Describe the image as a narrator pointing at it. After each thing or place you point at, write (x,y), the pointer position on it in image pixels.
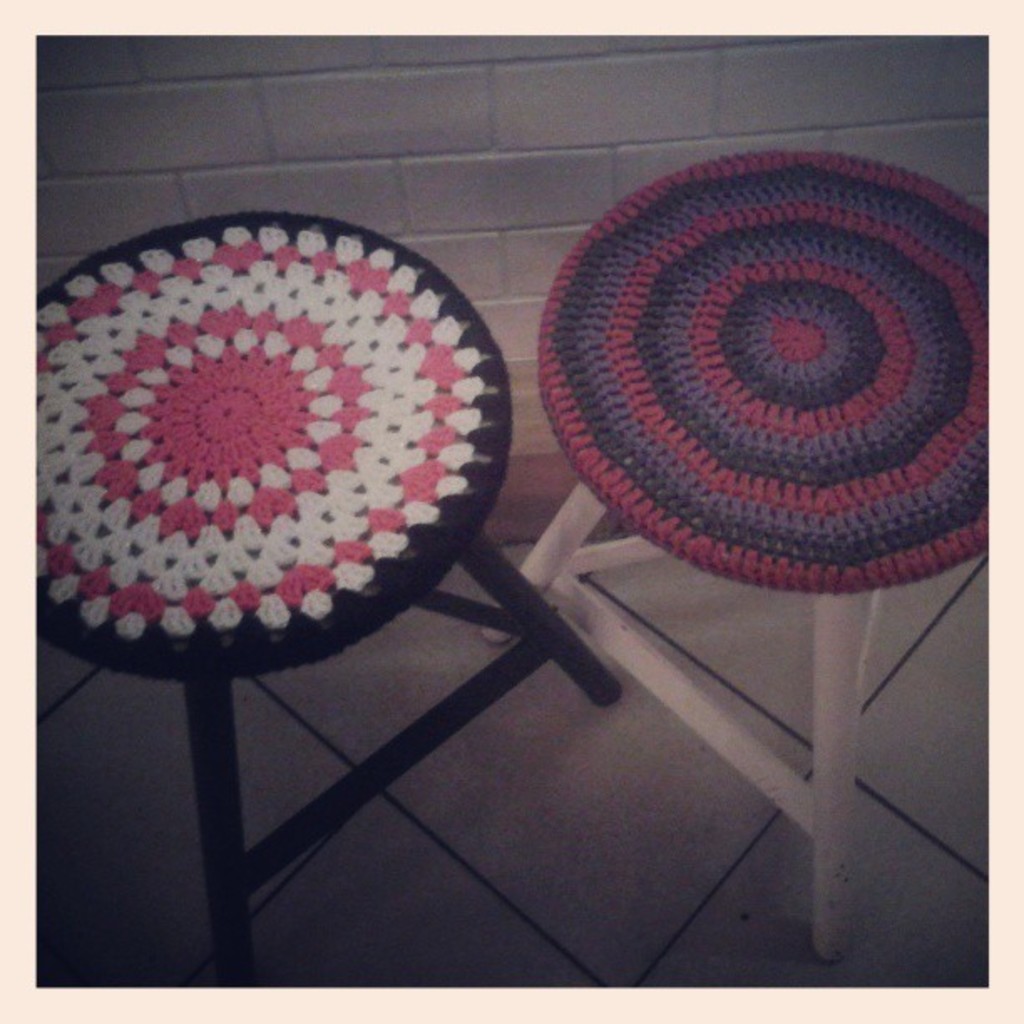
In this pictures there are stools (551,534). On each stool (585,431), there is a cloth (735,392) embroidered with the wool (752,302).
